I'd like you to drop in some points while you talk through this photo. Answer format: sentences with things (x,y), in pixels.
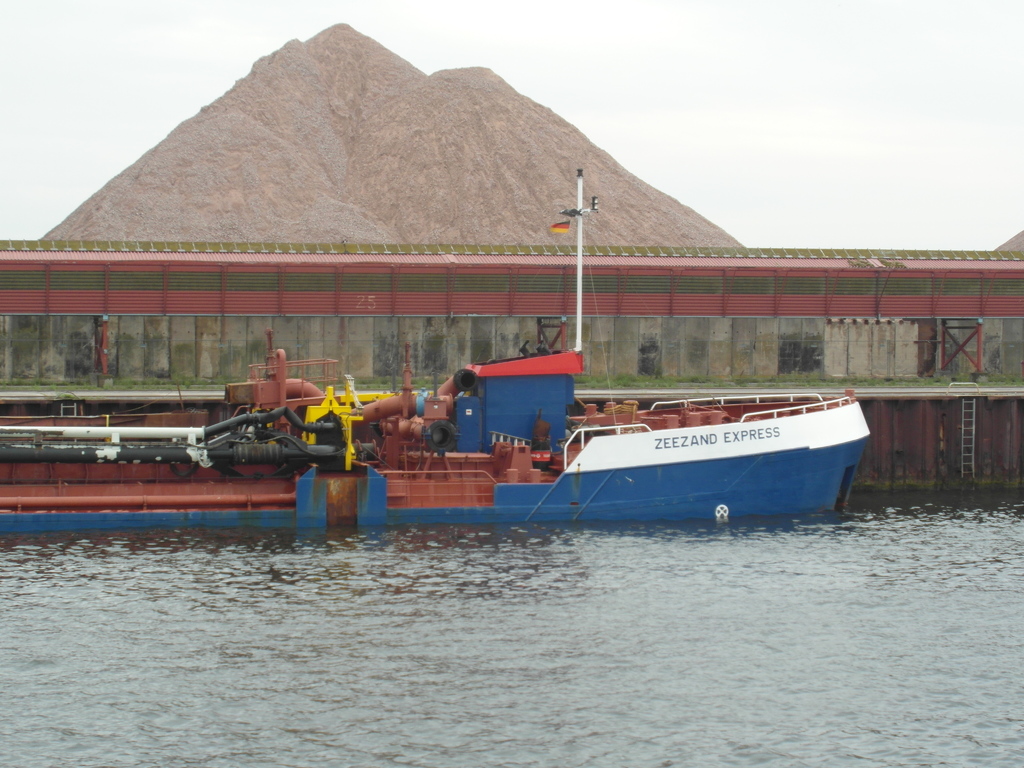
This image consists of a boat (653,456) in the middle (570,441). There is water (513,672) at the bottom (421,657). There is sky (555,34) at the top (564,6).
